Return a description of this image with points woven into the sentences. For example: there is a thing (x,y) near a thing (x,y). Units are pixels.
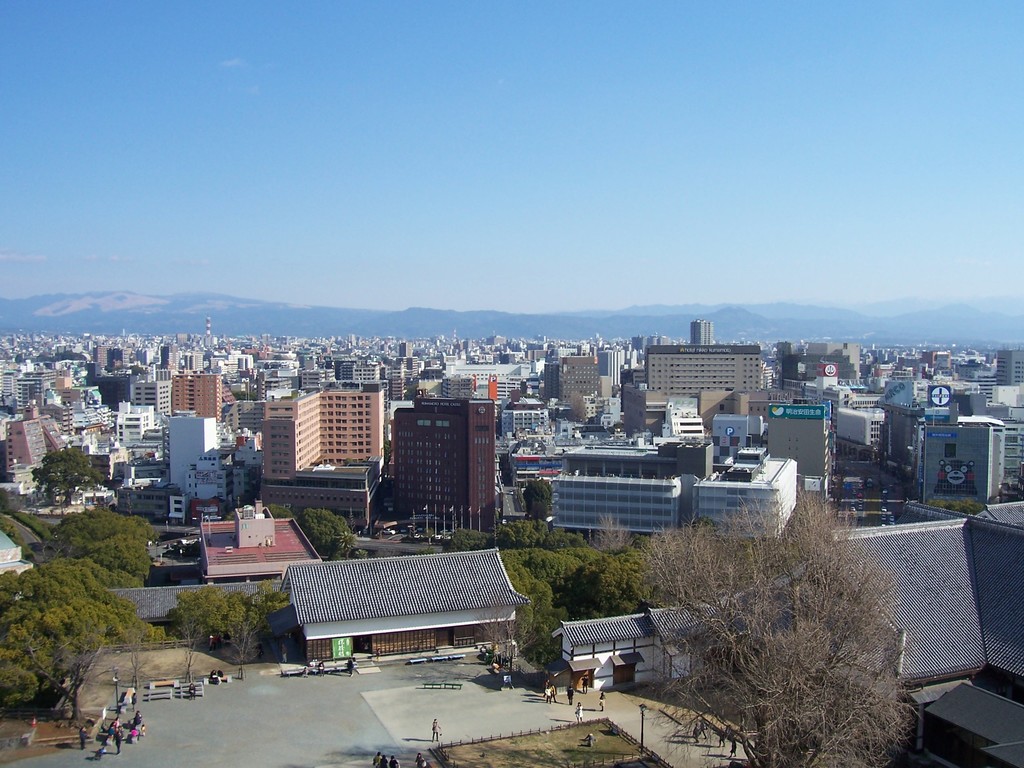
In this image I can see buildings (301,373) and there is the sky (32,271) at the top (234,233) and at the bottom (405,743) I can see a road (188,719), on the road (204,710) I can see persons (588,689), trees (541,639), there is the hill (56,304) visible back side of the building (11,432).
